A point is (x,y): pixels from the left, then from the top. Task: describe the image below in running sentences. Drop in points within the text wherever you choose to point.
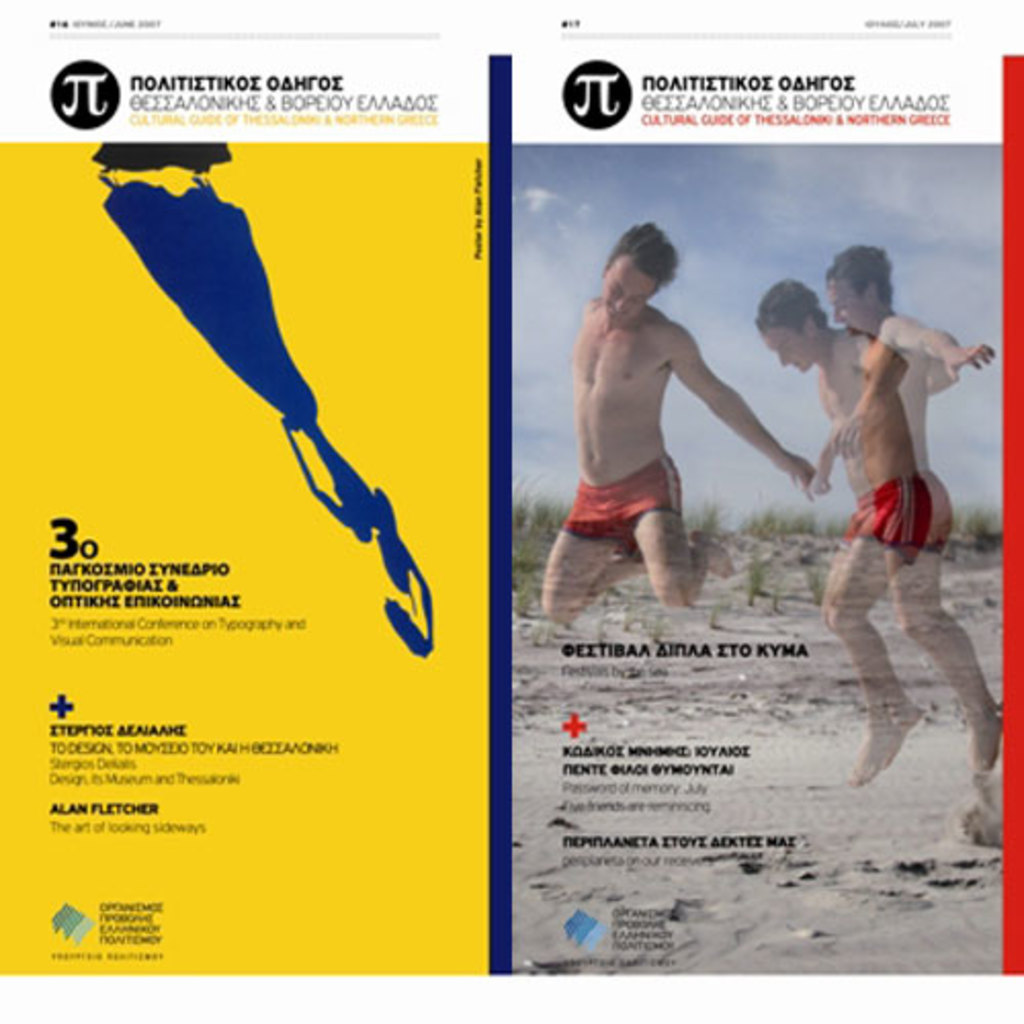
This image consists of two covers (288,330). On these covers (160,628), I can see some text (147,573) and three men (843,385) who are jumping. In the background (528,526) there are few plants (528,560) on the ground (769,724).
